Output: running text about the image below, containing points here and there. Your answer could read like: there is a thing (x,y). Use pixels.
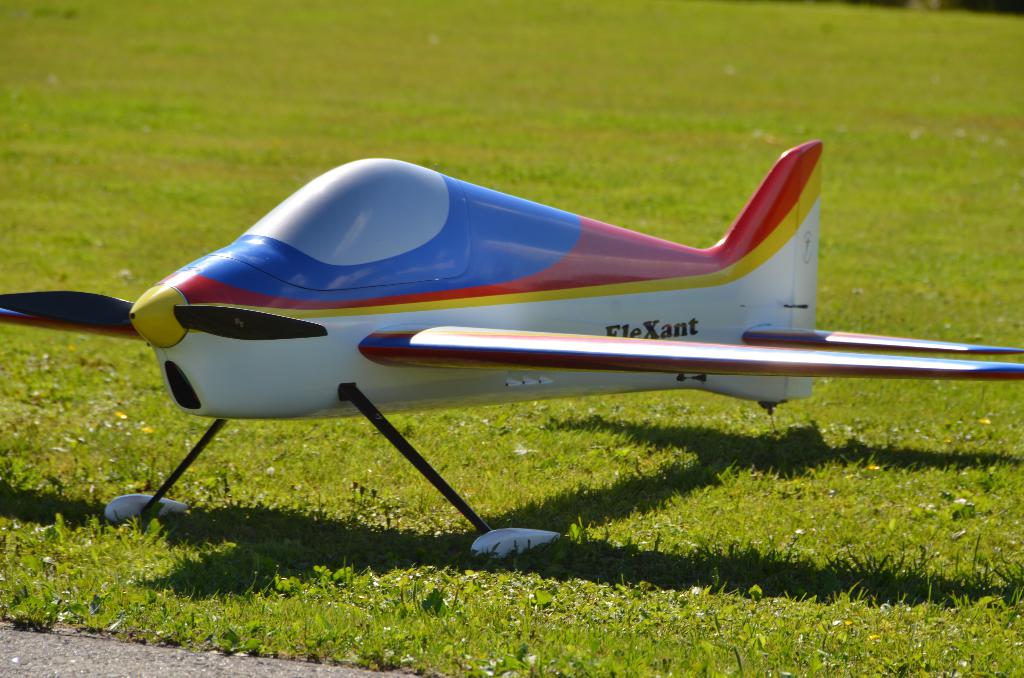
In this image we can see an aircraft (415,309). In the background (873,307) we can see the grass (551,568). We can also see the path (87,671).
